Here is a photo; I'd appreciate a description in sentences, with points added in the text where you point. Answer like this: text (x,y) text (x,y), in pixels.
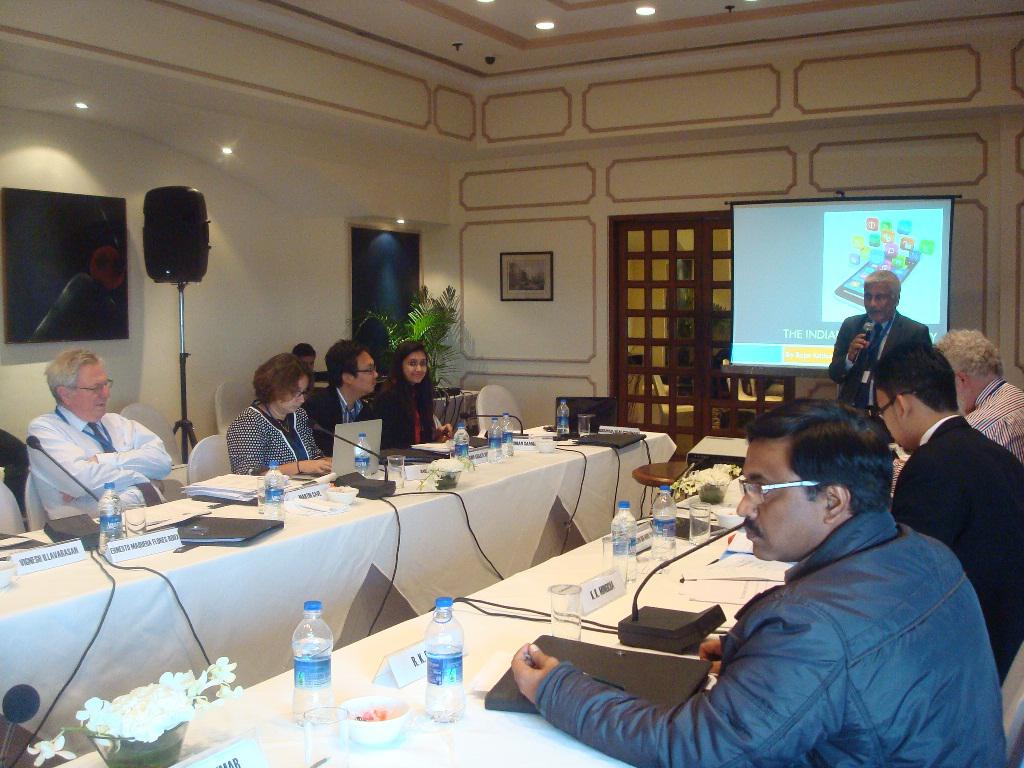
In this picture we can see some people (291,464) are sitting in front of tables (605,508), there are some laptops (370,427), papers (193,507), bottles (673,517), microphones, wires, name boards (400,660) present on these tables (590,567), at the left bottom (159,728) there are flowers (145,734), on the right side (881,317) we can see a person (901,324) is standing and holding a microphone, on the left side (69,274) we can see a screen (102,279) and a speaker (204,264), in the background (259,238) there is a wall (235,244) and a projector screen (806,266), we can see a photo frame (535,287) on the wall (561,278), there are some lights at the top of the picture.
